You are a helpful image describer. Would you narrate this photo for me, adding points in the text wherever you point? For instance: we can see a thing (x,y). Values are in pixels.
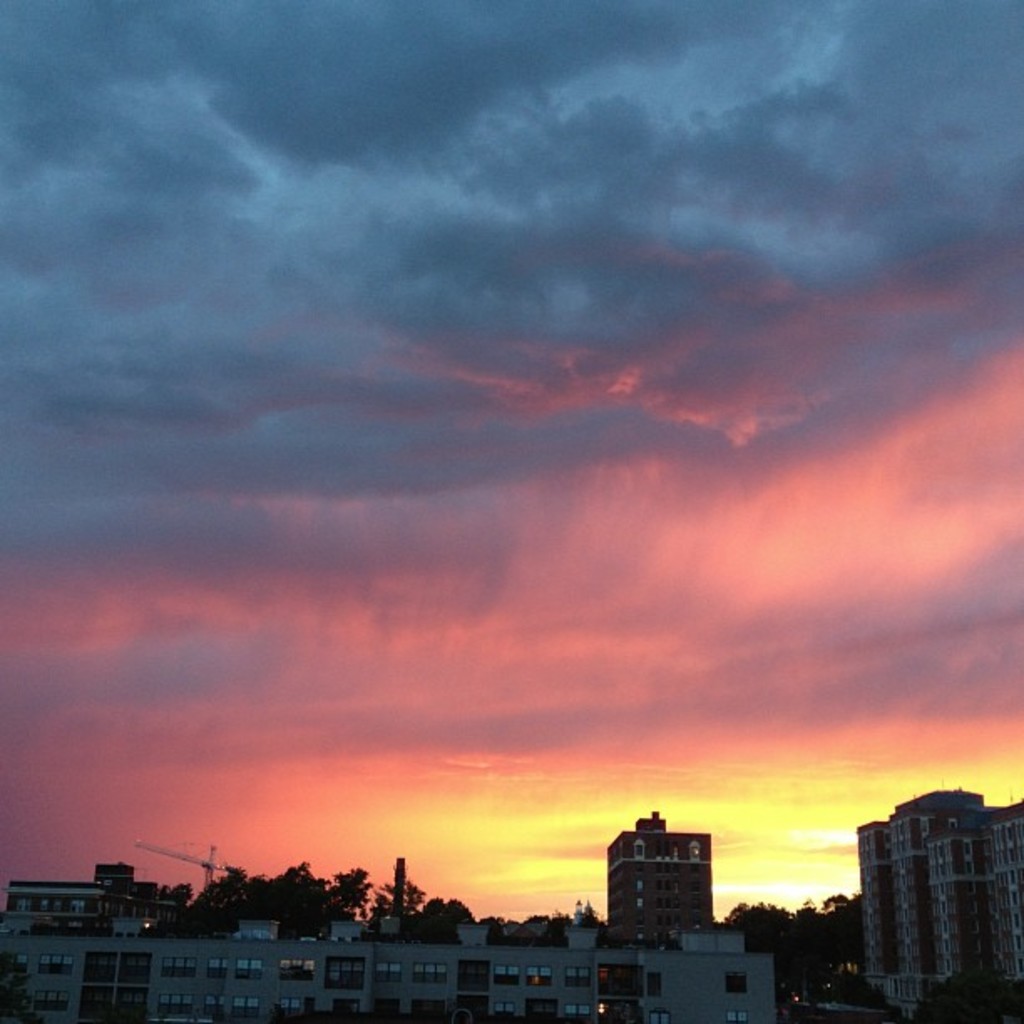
In this image we can see some buildings (886,992), some lights (603,1011), one pole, one object (211,850) look like an antenna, some trees (813,952) on the ground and there is the colorful sky (600,348) in the background (75,770).
